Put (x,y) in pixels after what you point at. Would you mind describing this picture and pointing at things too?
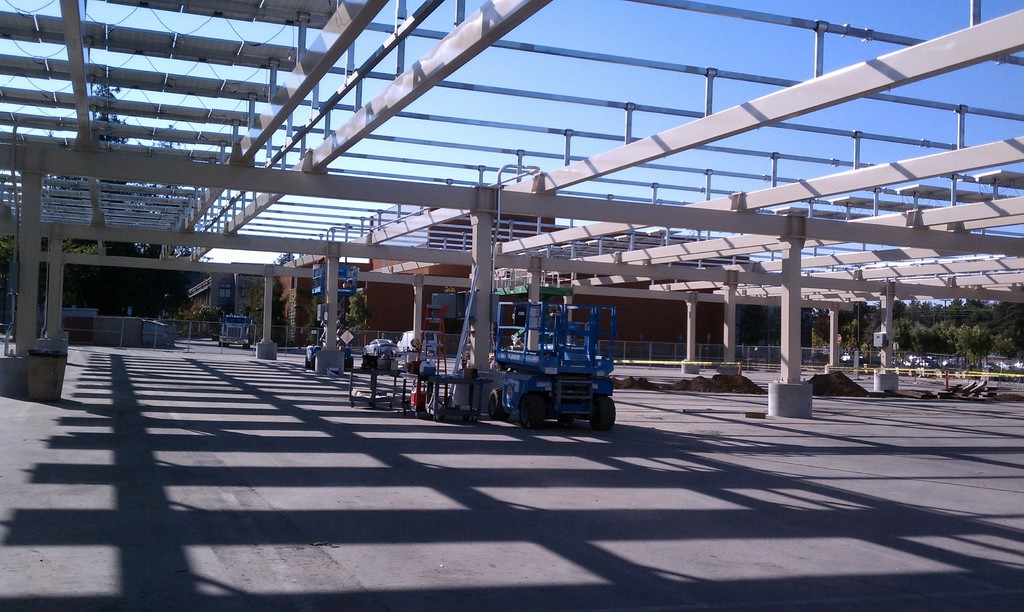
In this image we can see the vehicles (500,401), tables (440,400), pillars (486,390), soil (754,388), fence (645,354) and also the metal frames (519,166) at the top (799,96) and at the bottom (562,542) we can see the land (478,519). In the background (204,317) there are buildings (209,299), trees (961,317) and also the sky (864,50).
